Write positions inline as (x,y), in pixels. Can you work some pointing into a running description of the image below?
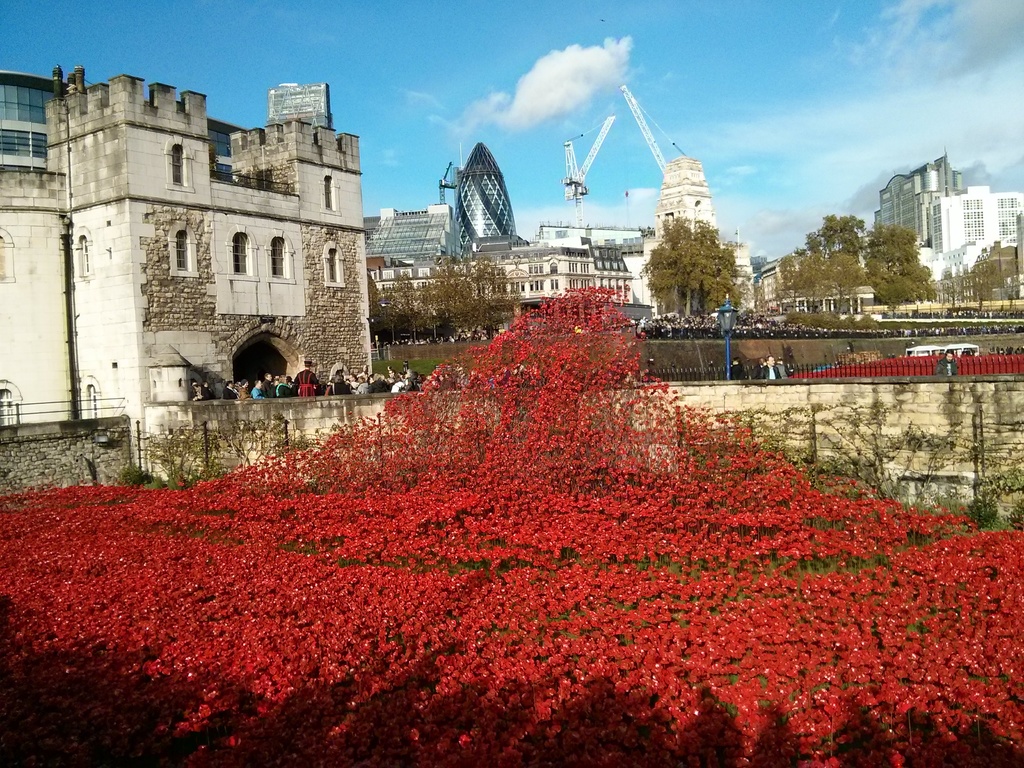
In this picture there are red color flowers (568,465) and buildings (97,343) and in front of the building (11,254) persons (707,314), poles (728,334), trees (670,291) and there are some buildings (912,200) visible in the middle (617,276) at the top (593,53) I can see the sky (529,85).
